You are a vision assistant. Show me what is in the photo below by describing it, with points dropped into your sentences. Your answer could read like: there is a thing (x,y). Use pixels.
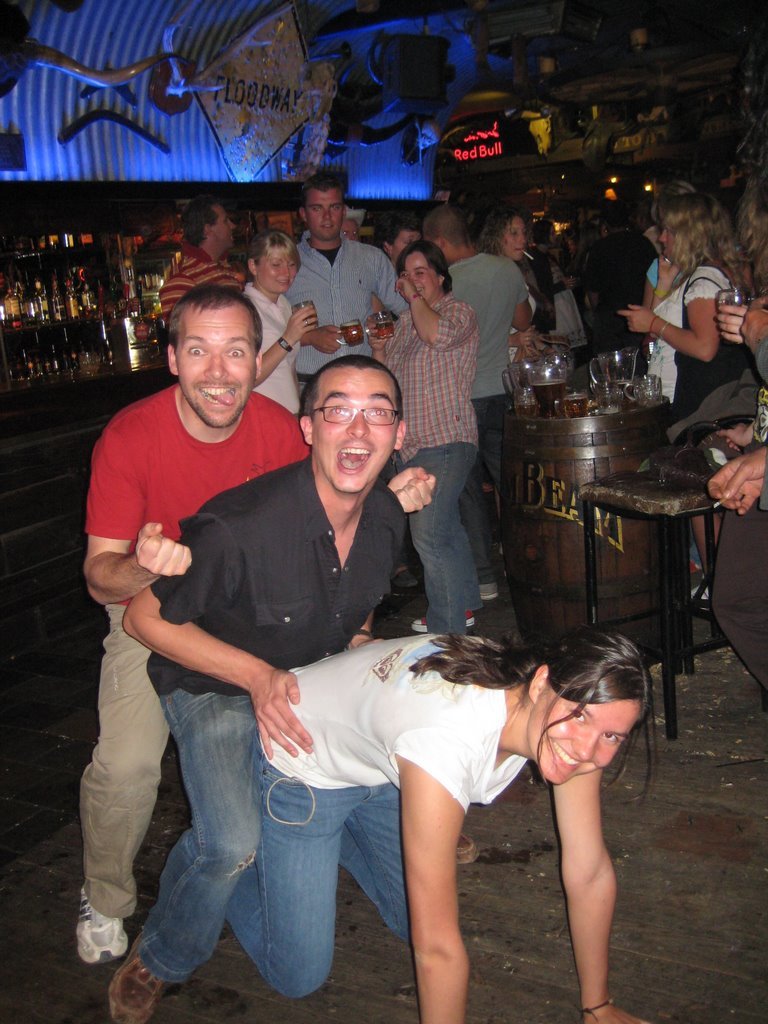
In this image we can see some group of persons (433,389) standing and holding some drinks (388,317) in their hands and in the background of the image (37,313) there are some bottles (6,294) which are arranged in shelves (40,341) and there are some signs (274,28) attached to the wall (391,146).
